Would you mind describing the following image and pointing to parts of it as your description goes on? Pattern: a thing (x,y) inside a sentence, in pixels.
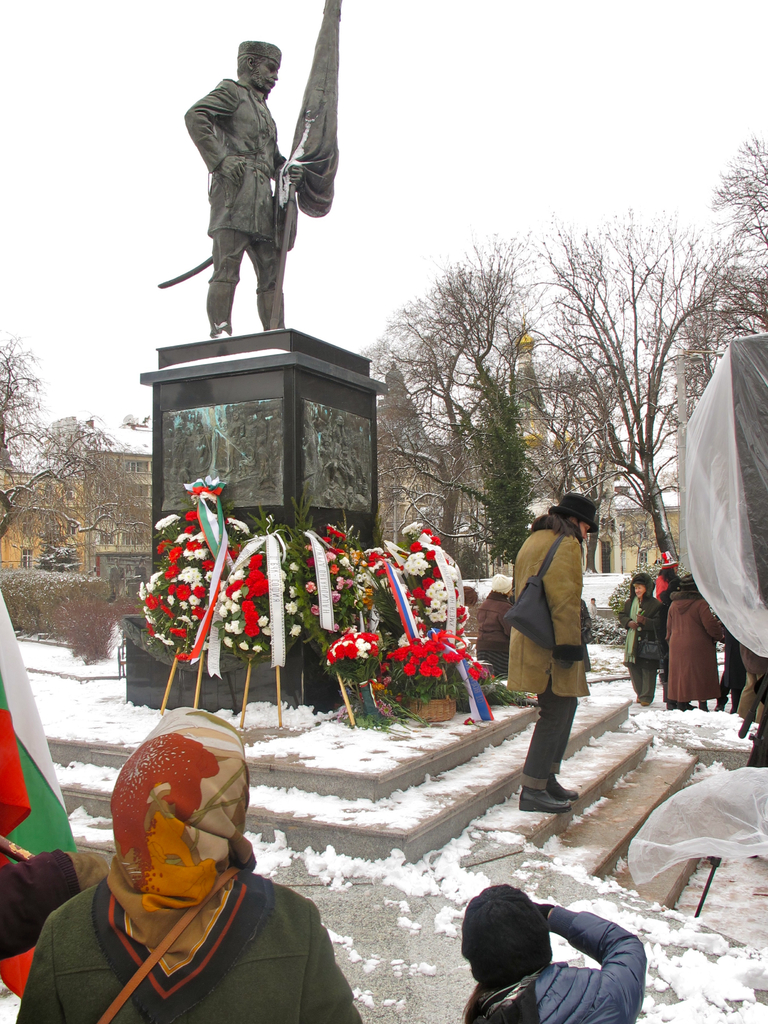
In this image we can see a statue (226,157) of a person (233,125) wearing cap (271,52) and holding flag (294,205) on a platform (238,379). Near to that there are flower bouquets (333,660), basket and small sticks (276,677). Also there are steps (564,857). On the ground (319,737) there is snow (88,674). And there are few people (692,662). Some are wearing hat (492,917), bag (521,618) and scarf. In the background (491,438) there are trees (111,456), building (131,464) and sky (509,93).
